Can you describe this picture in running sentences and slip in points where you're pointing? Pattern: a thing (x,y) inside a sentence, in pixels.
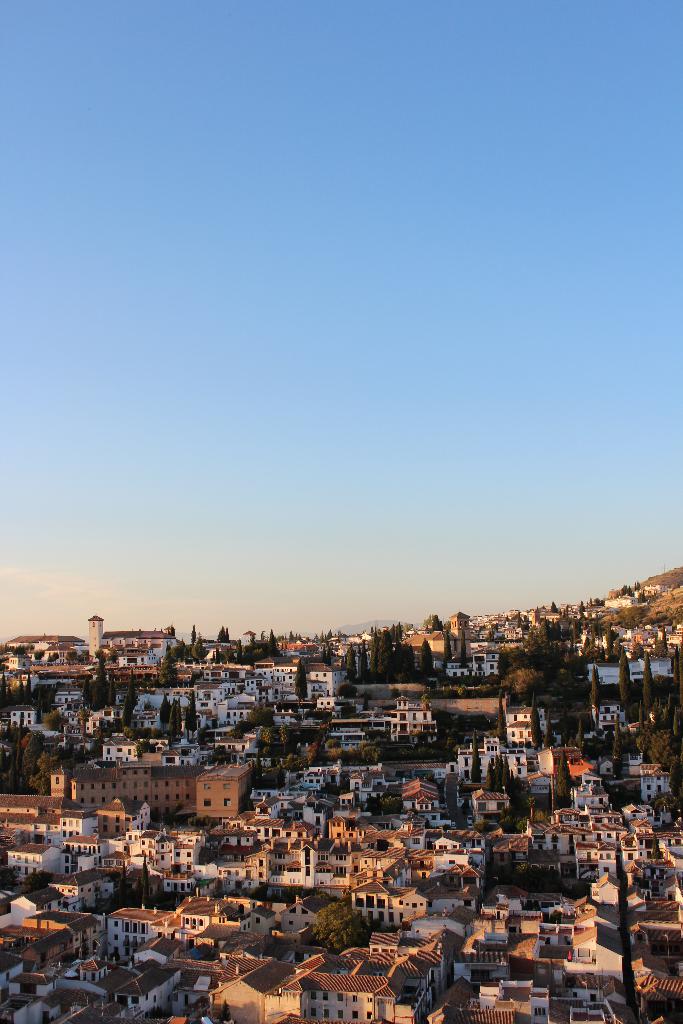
This is an aerial view image. In this image we can see sky (295,244) with clouds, hills (606,598), trees (592,649) and buildings (351,836).
